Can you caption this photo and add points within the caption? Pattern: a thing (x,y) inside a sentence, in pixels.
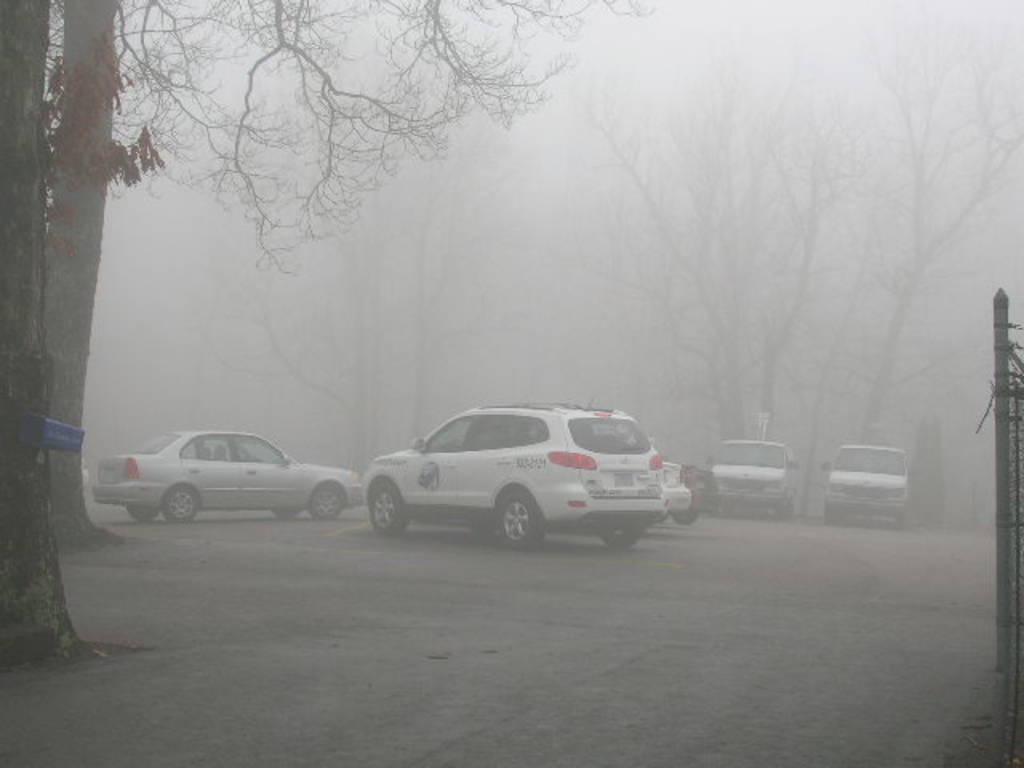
Here in this picture we can see number of cars (477,473) present on the ground (705,570) and we can also see trees (771,344) and plants (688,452) present over there and we can see the whole place is covered with fog (216,385).
